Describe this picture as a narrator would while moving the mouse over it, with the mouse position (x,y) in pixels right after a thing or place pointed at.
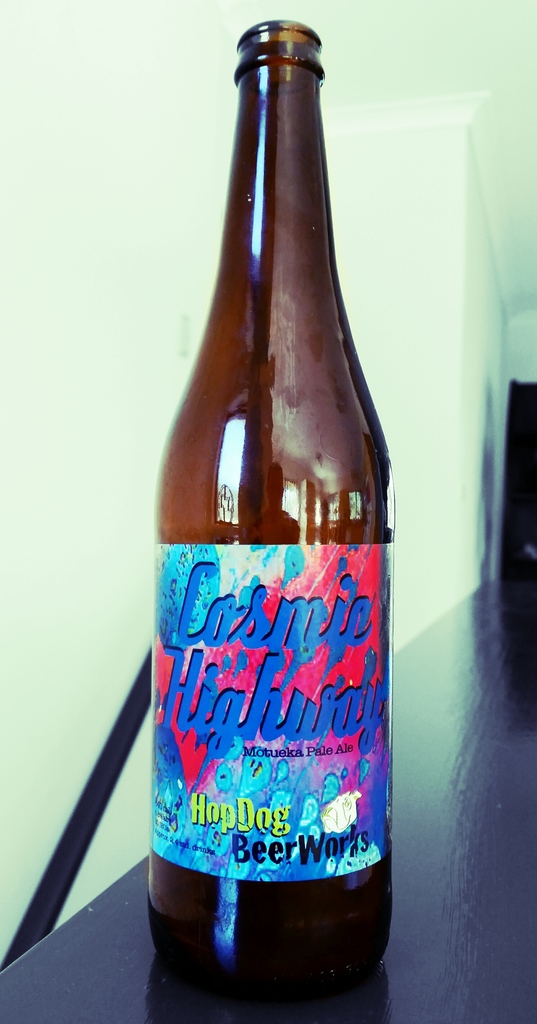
Here we can see a bottle of beer (253,572) placed on a table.
